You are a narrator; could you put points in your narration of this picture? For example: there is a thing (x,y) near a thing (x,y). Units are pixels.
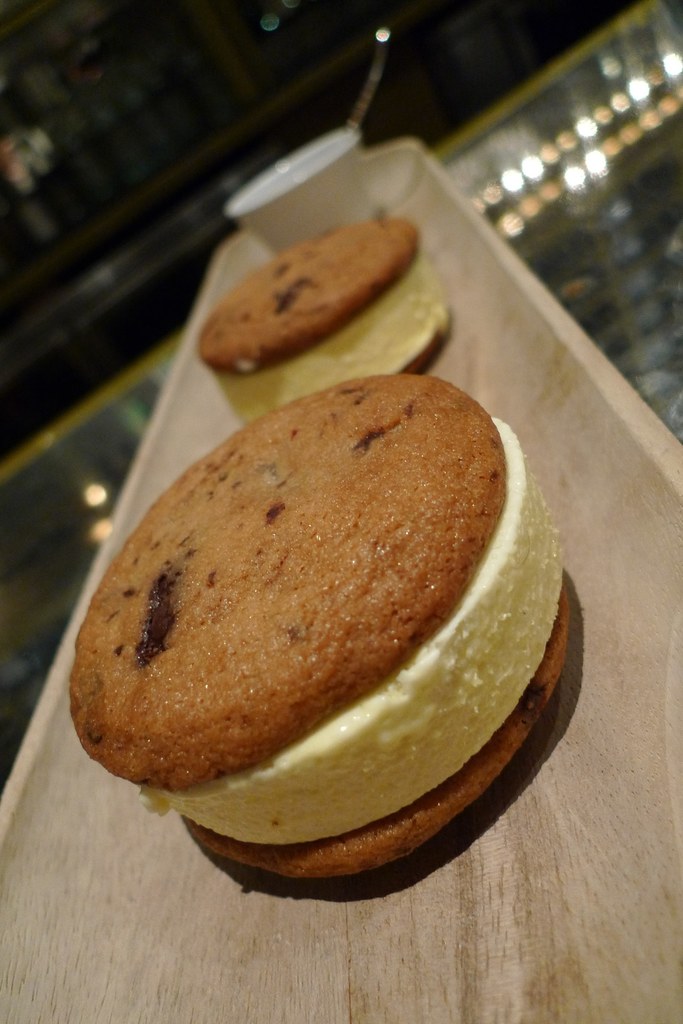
In this image we can see there are food items (333,358) and a bowl (344,179) on the surface (597,417). There are lights (553,150).
